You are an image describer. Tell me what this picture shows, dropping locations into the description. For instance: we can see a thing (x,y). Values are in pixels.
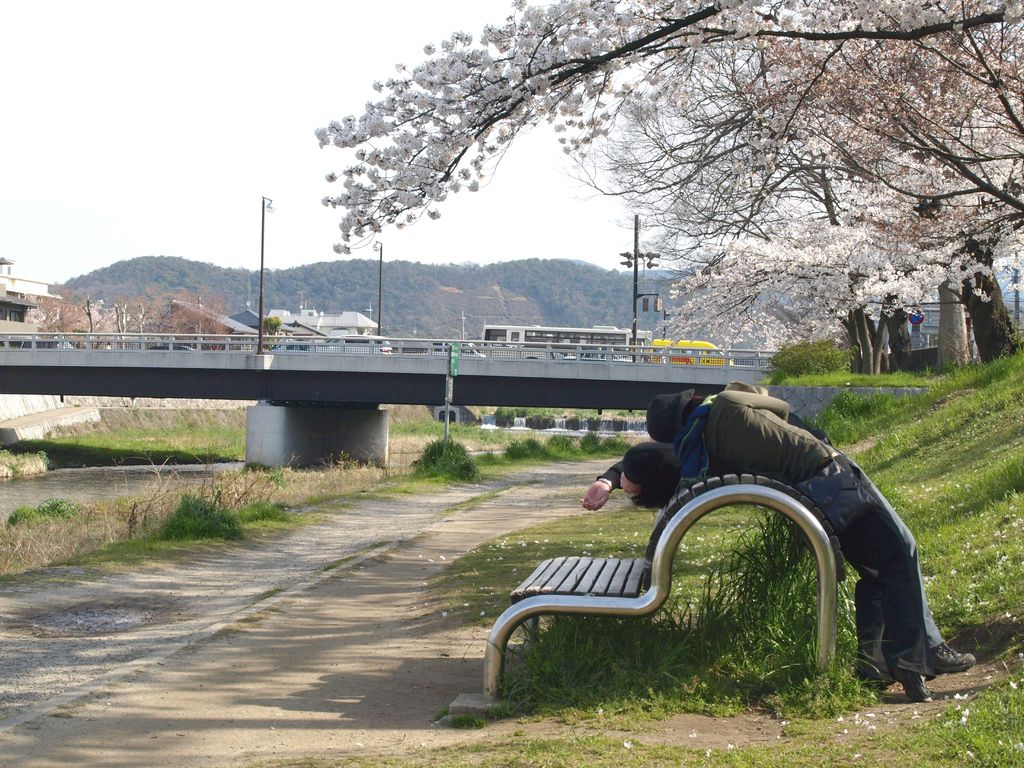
On the right side (883,517), there are two persons (781,425) leaning on a bench (586,580), which is on the ground (569,547), on which there are flowers (961,486) and grass (784,693). On the left side (8,482), there is water (110,466) of a river (25,480). Beside this river (42,477), there is a road (229,645). Beside this road (500,484), there are plants (284,489) and grass (220,496) on the ground (390,456). In the background (892,255), there are trees (839,111) having flowers (850,132), there are vehicles (544,325) and poles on the bridge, there are buildings (9,270), trees (41,306), a mountain (437,261) and there are clouds (236,35) in the sky (135,29).
